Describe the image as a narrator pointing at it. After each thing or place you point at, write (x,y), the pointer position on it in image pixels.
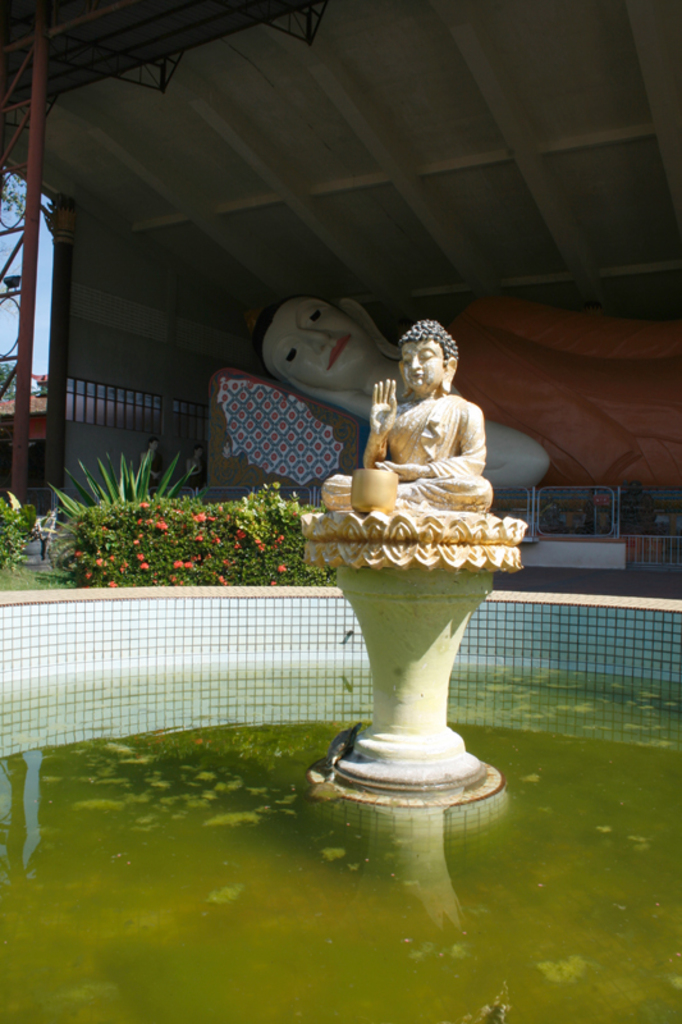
In this image I can see the water (252,905) and in the middle of the water (406,822) I can see a statue (425,479) of a person (424,454) sitting. In the background (153,544) I can see few plants (168,545), few flowers (226,560), a statue (342,357) of a person (529,396) sleeping under the shed (28,298) and the sky (39,320).
